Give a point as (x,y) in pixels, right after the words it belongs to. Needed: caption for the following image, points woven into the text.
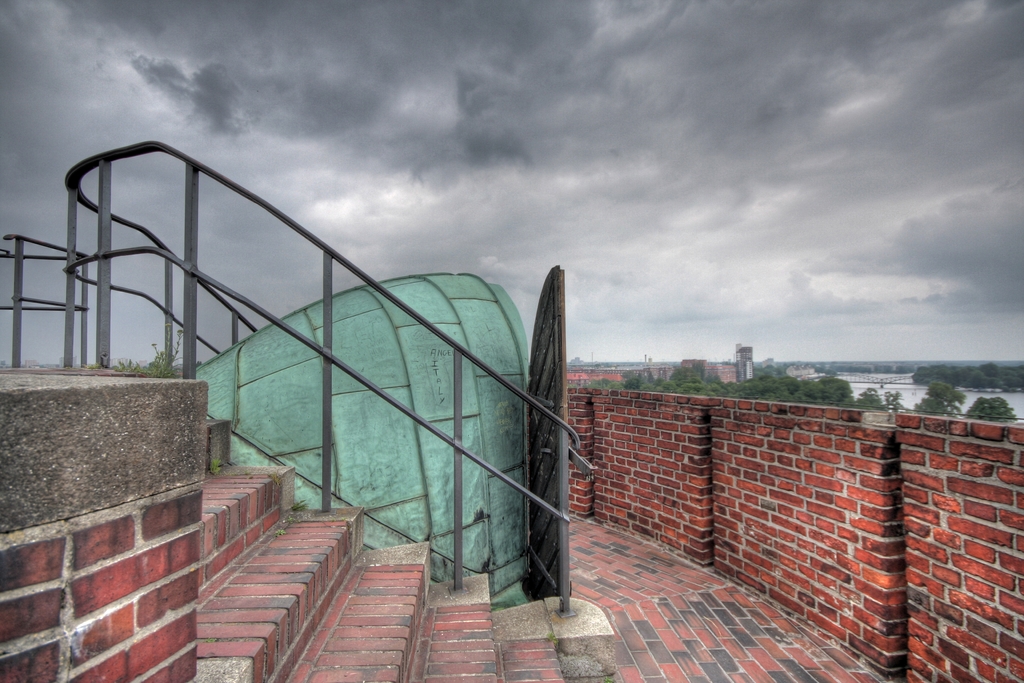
In this image we can see a staircase (336,600) with a metal rod fencing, in front of the stairs (266,555) there is a brick wall (756,466), on the other side of the brick wall (716,409) we can see trees (783,380) and buildings (803,374) and water (860,390), at the top of the image (466,153) there are clouds (379,90) in the sky (365,116).
